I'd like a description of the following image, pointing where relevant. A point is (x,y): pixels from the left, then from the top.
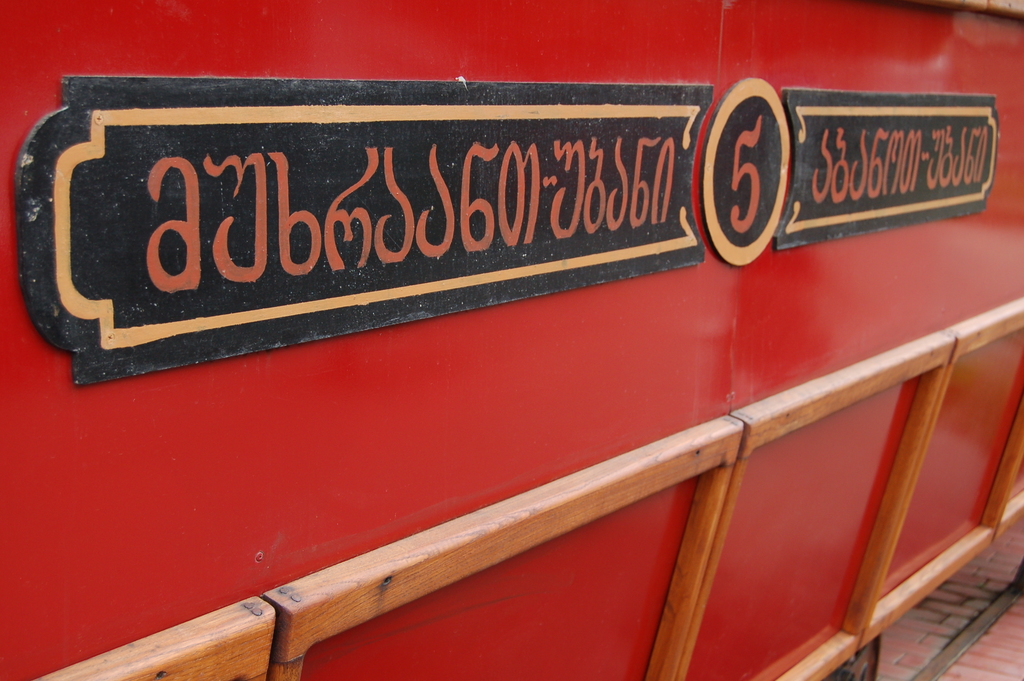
In this image we can see there is a red color object (763,465) on the floor (943,653). And there is the text (193,182) written on the board (648,235) and attached to the object (763,6).
